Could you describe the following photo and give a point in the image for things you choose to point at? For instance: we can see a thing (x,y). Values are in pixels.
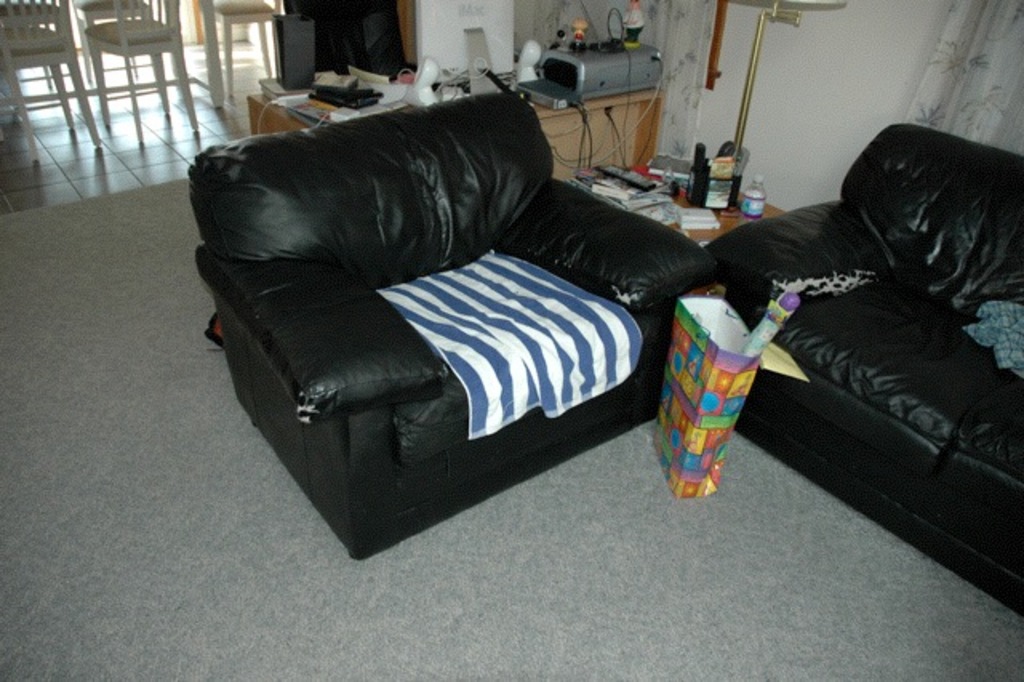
The picture is an inside view of a house (820,514). In the foreground (511,497) there are couches (349,382) and there are clothes (511,327) on it and below the couch (894,434) there is a carpet (662,502). In between of the couch (745,280) there is a small table (735,219) on which there is a pen holder (706,189), remote (646,186), papers (626,189) and a bottle (754,214). In front of the couch (749,237) there is a paper bag (736,368). Behind the couch (345,370) there is desk (625,106) and chair (390,51). On the desk (636,115) there are many things (358,76) such as cable wires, electronic devices (603,78) and papers (386,95). In the background (128,63) there are chairs (165,76).
